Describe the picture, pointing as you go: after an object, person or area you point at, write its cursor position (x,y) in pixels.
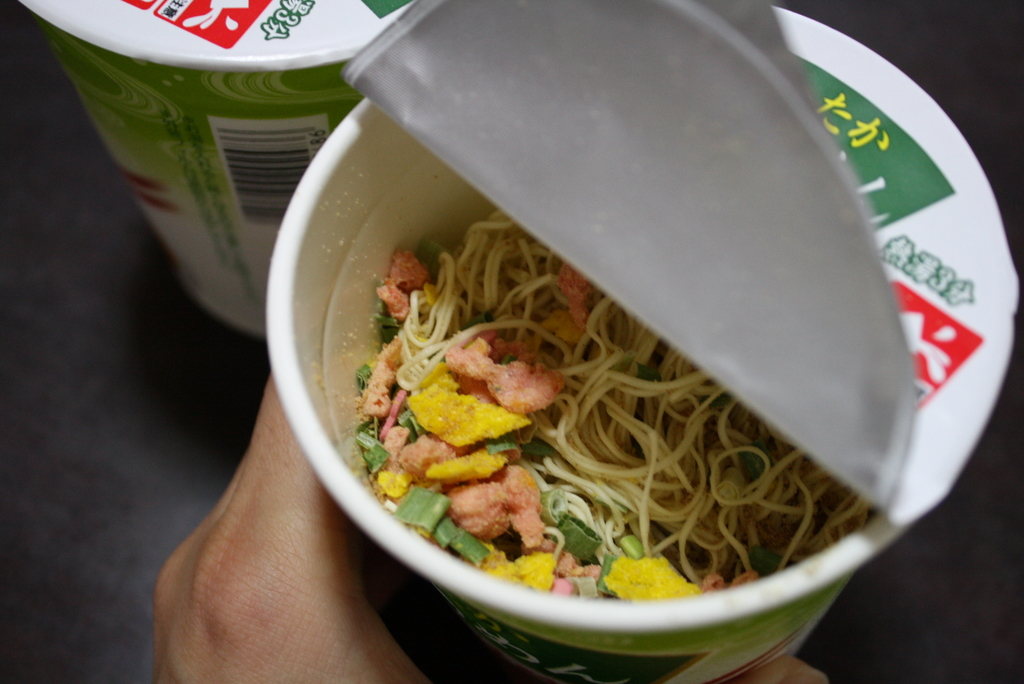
In this image, there are a few objects (269,223). Among them, we can see a person (211,651) holding one of the objects (462,213) with some food items (455,300) in it. We can also see the ground (182,393).
